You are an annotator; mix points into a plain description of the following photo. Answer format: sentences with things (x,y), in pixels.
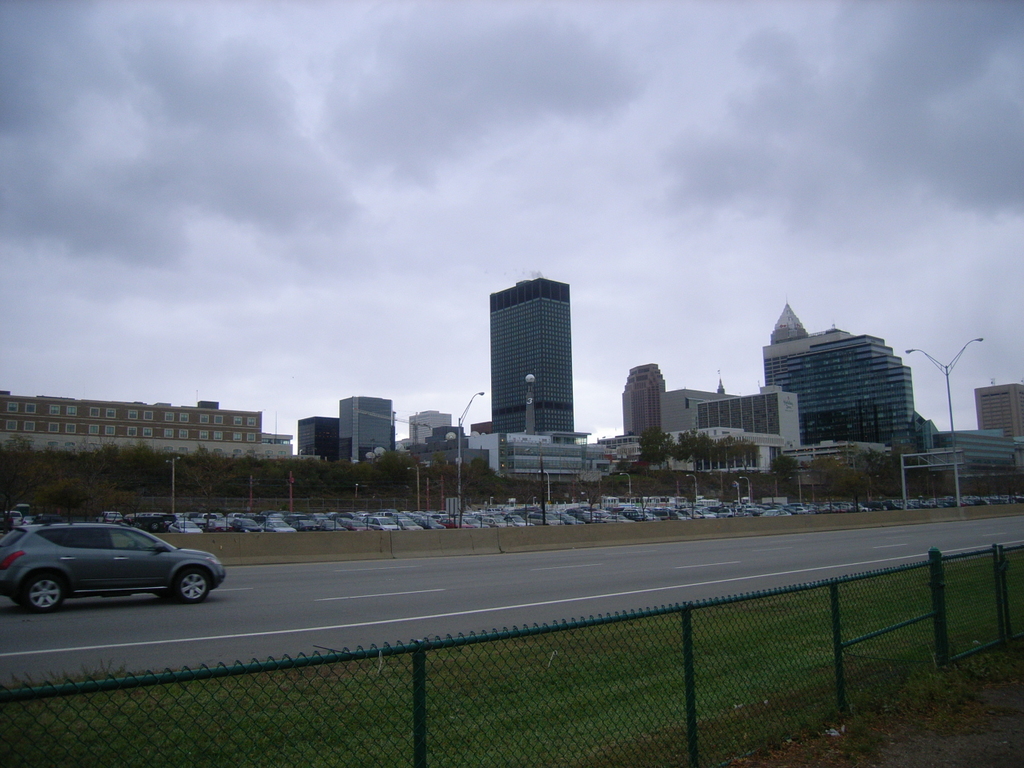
At the bottom (578,677) there is a net fencing (632,695). On the left side (141,574) there is a car (128,585) on the road (331,608). On one side of the road (499,618), I can see the grass (545,654) in the background (654,506) there are many cars (635,508), trees (316,493), buildings (494,462) and poles (460,430). At the top of the image (245,168) I can see the sky (318,199) and clouds (336,187).
